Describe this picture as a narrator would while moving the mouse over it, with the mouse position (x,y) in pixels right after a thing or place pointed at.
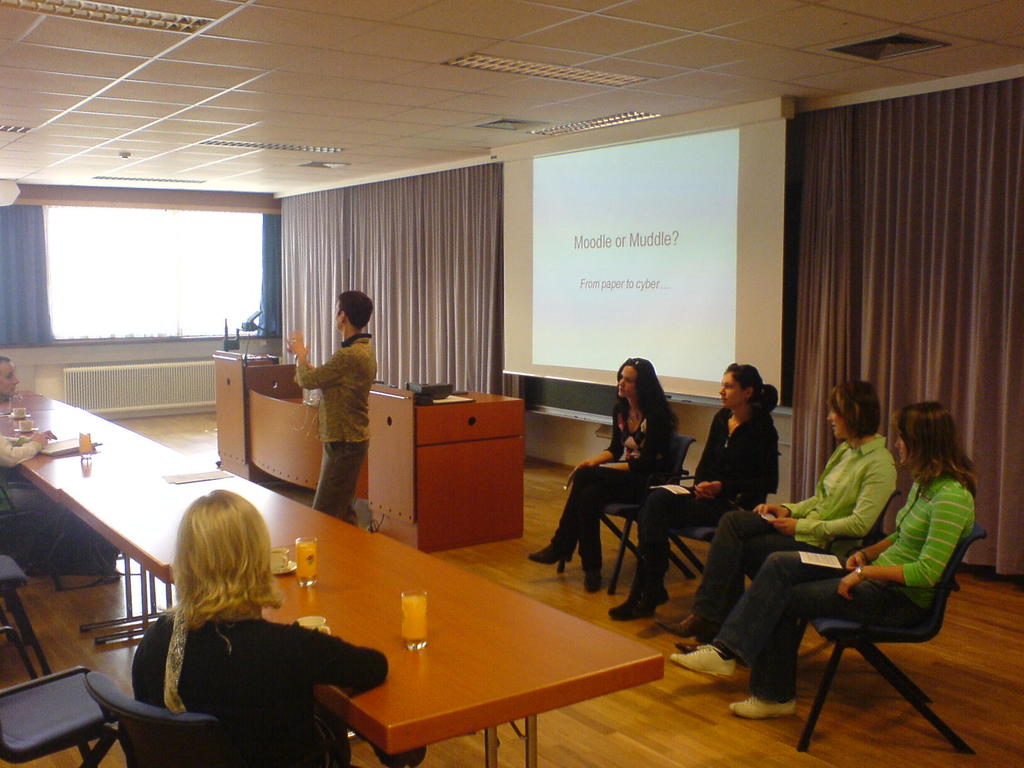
In the middle of the image (354,305) a person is standing. At the top of the image (986,23) there is a roof (984,46). Top right side of the image (770,104) there is a screen (547,177). Bottom right side of the image (803,733) four women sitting on the chair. Bottom left side of the image (336,590) there is a table (566,642), On the table (369,603) there is a glass (415,605). Top left side of the image (334,254) there is a curtain (35,306) and there is a window (216,278).
